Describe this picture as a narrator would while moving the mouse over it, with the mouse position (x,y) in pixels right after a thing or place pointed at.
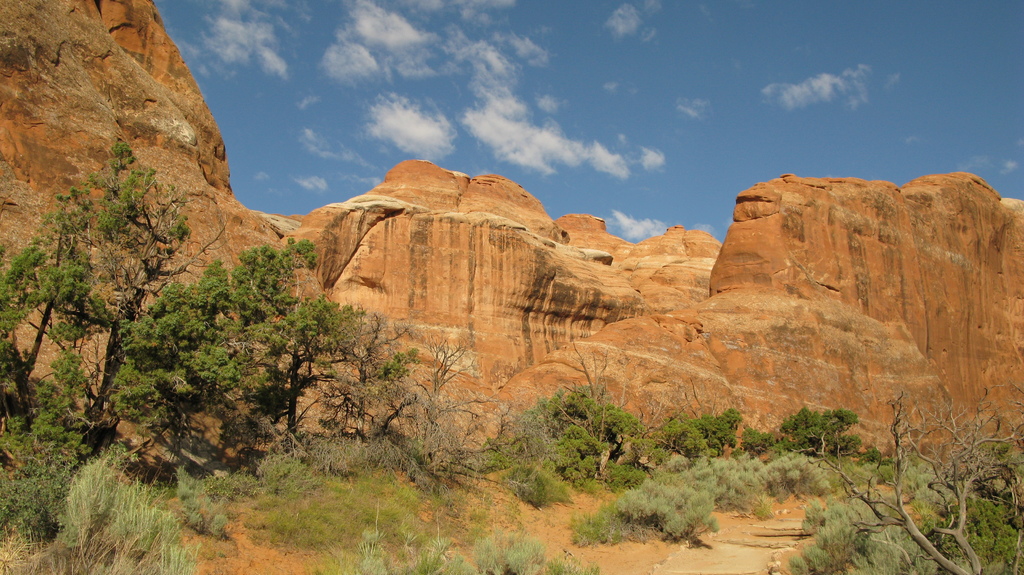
In this Image I can see many trees (258,315) and the rock (414,193). The rock (409,185) is in brown color. In the back (535,108) there are clouds (583,153) and the blue sky (652,189).
